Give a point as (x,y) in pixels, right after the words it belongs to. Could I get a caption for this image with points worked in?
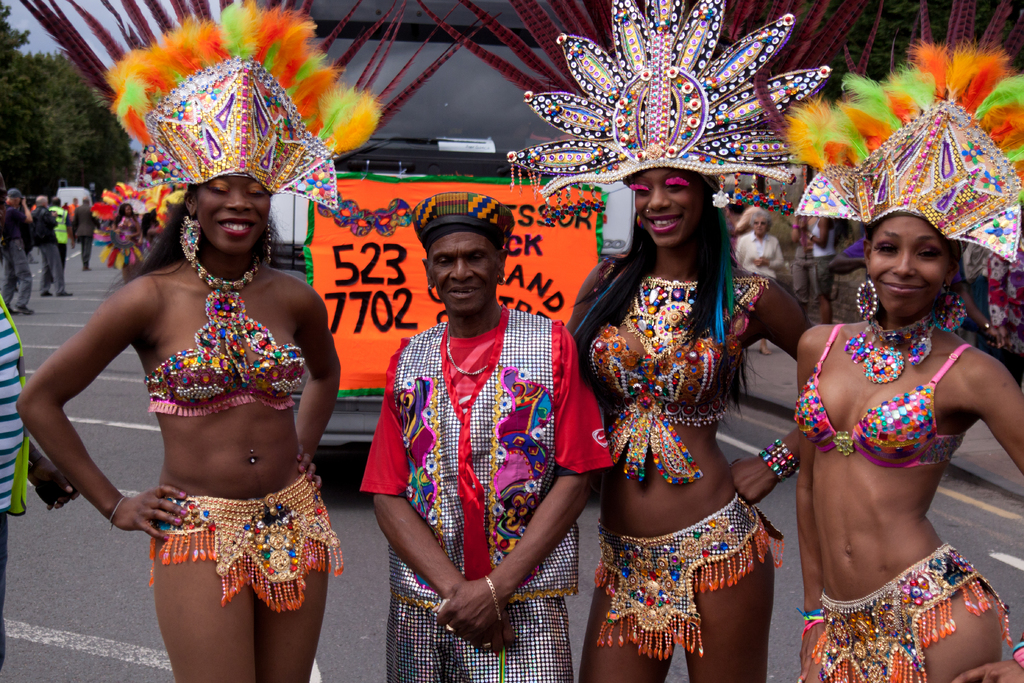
In the foreground (484,318) I can see four persons (478,245) are standing on the road (331,499) in costumes (404,620). In the background (94,99) I can see vehicles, crowd (119,254) on the road (87,275), trees (105,115) and the sky (92,39). This image is taken may be on the road (101,272).
